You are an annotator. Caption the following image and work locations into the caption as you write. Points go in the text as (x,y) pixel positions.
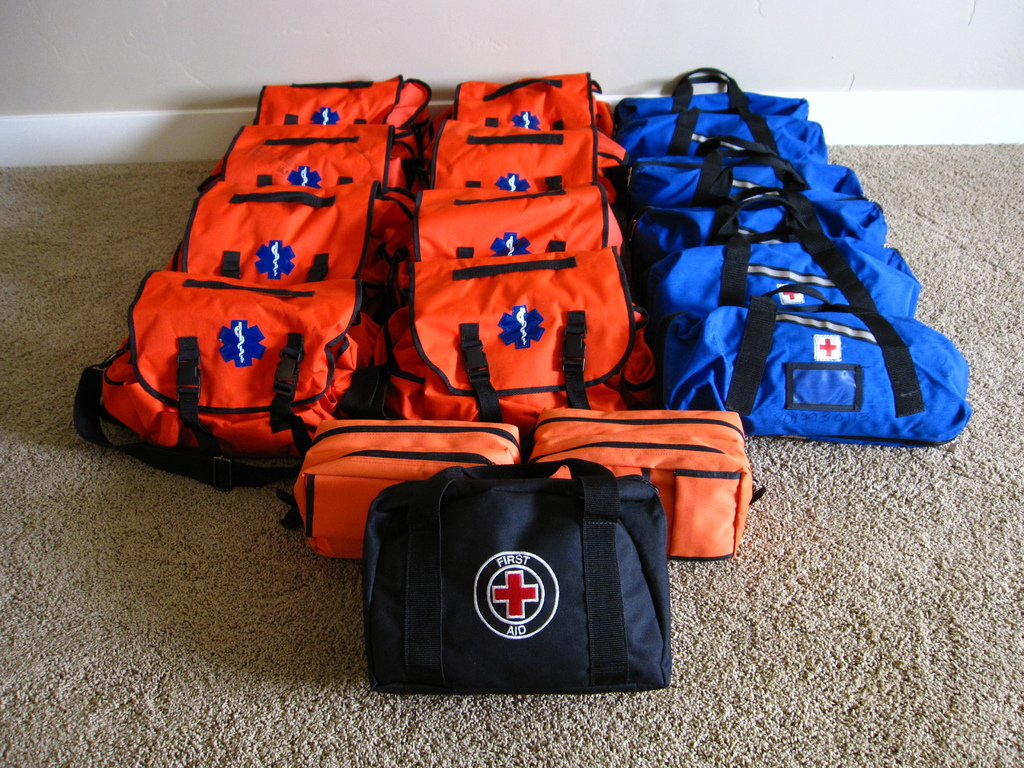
In this image I can see these are the first aid bags (633,406) in blue and orange color.
